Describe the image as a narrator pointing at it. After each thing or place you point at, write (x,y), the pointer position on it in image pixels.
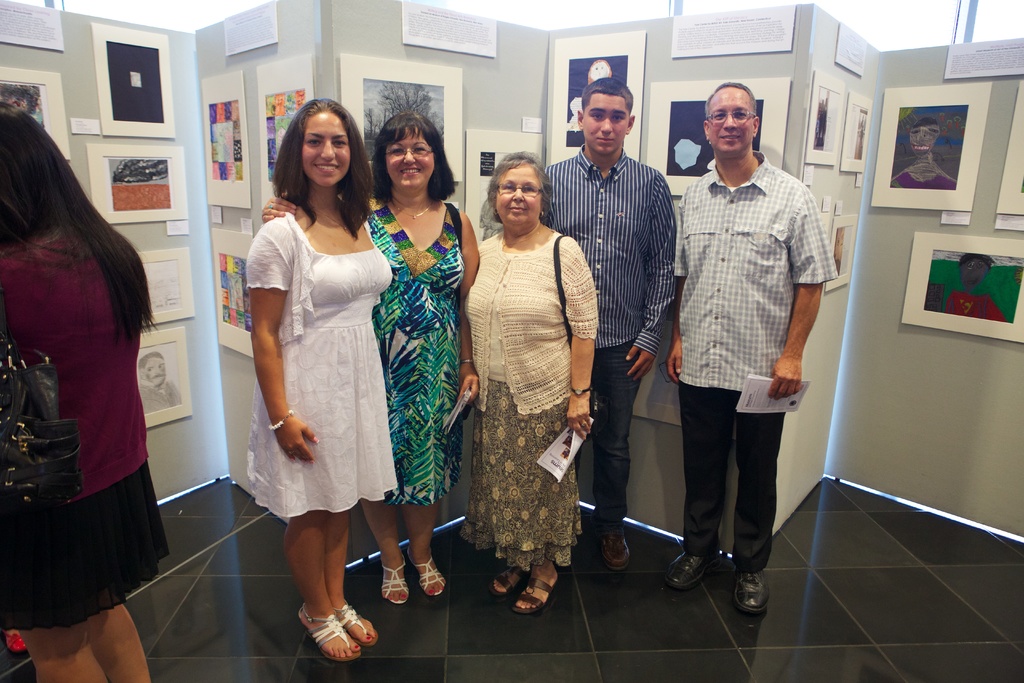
In this image we can see a group of people (656,343) standing and holding some objects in their hands (571,413). There are many photos (982,295) on an object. There a lady (75,396) standing and carrying a handbag (43,448) at the left side of the image (36,462).
